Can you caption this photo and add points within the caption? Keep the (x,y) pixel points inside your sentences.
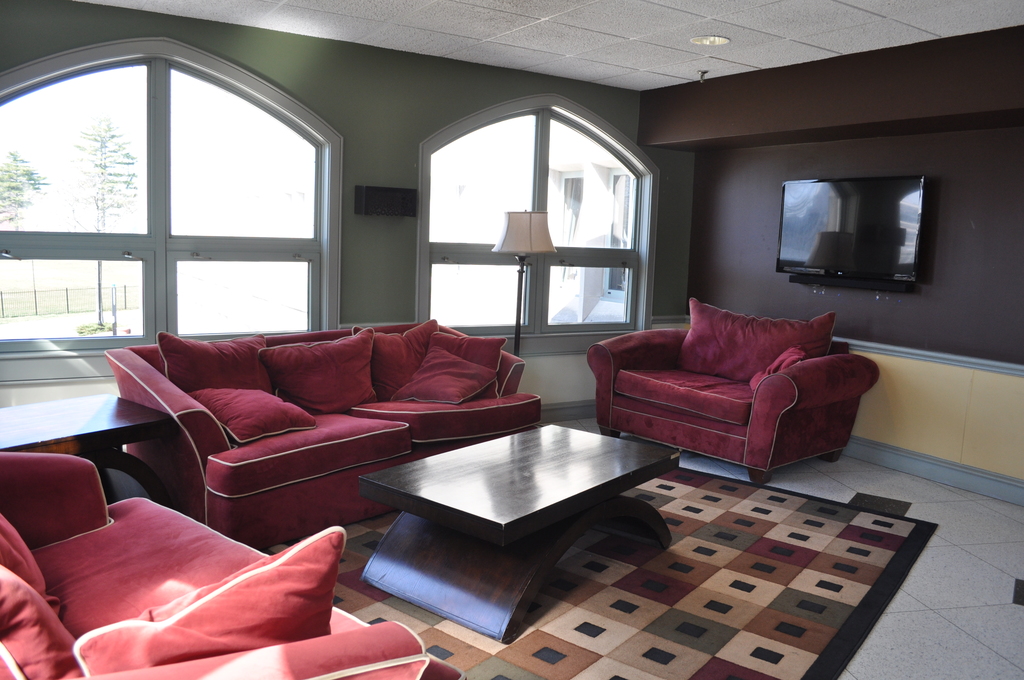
This is room (829,460). There are three couches (322,463) in this room (743,362) and at the right side of the image (801,218) there is a T. V (793,254). attached to the wall (925,168) and at the top of the image (286,129) there are windows (334,224) and at the middle of the image (505,239) there is a lamp (505,239).
